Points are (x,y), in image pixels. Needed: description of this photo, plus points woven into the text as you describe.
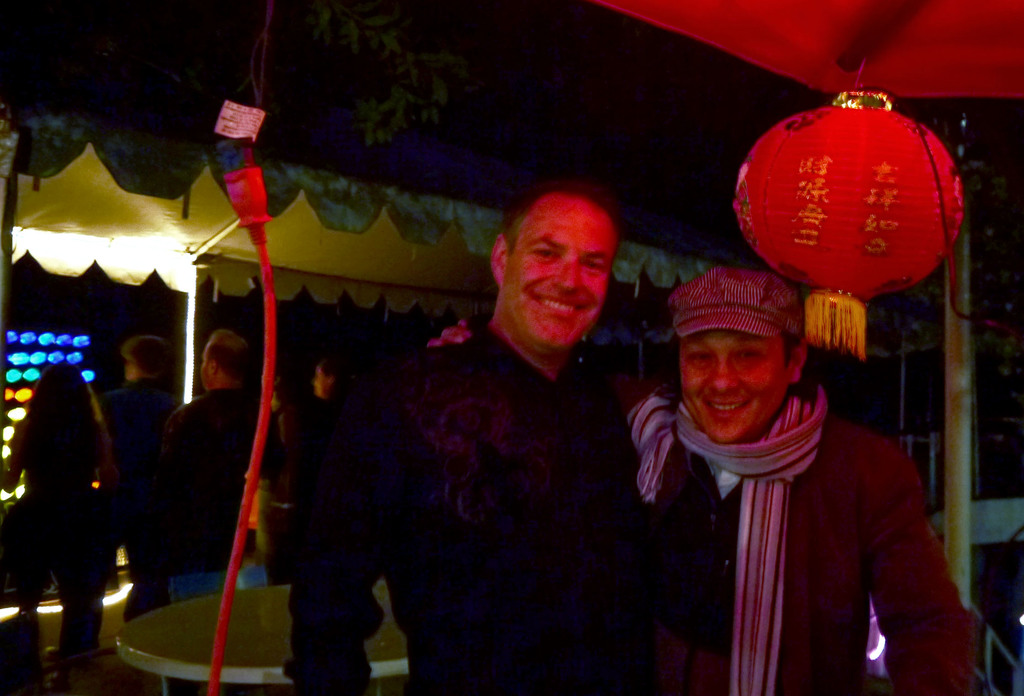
This image is taken outdoors. In the background (199,147) there is a tent (204,195). There is a tree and a few people (101,539) are standing on the ground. In the middle of the image (659,410) two men (743,514) are standing and they are with smiling faces (547,256). There is an empty table (195,666). On the right side of the image (905,52) there is another tent (1012,92) and there is a paper lamp (832,189). At the top of the image (220,11) there is a sky (549,148).
